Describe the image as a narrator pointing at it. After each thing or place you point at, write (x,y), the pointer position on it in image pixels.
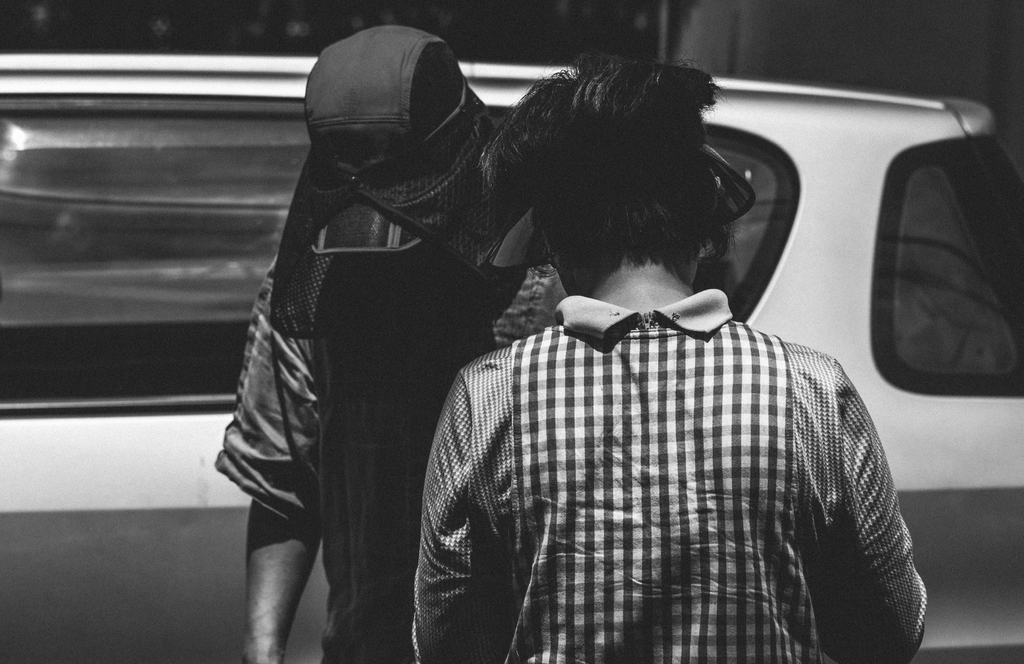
In this image I can see 2 people (766,540) in the front (769,542). There is a car (820,281) at the back (820,281) and this is a black and white image.
